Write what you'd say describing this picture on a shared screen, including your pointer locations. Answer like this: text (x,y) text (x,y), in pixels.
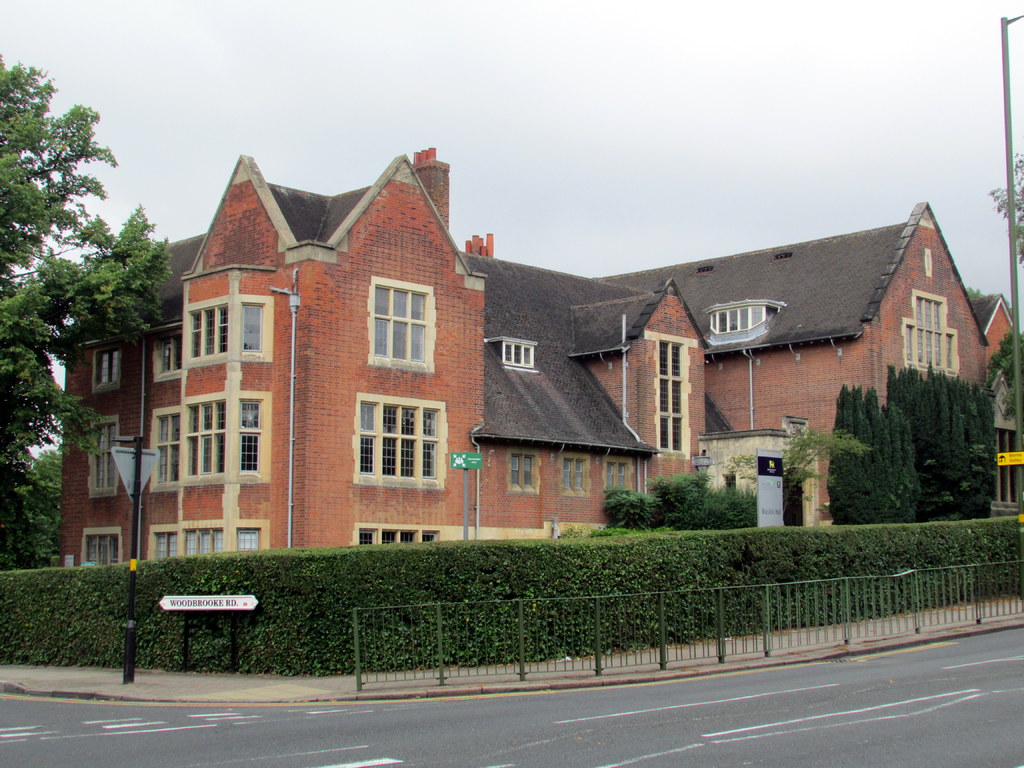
In this picture I can see the road (581,696) at the bottom (398,726), in the middle (616,490) there are bushes (560,638), in the background (163,501) there are buildings (515,393). There are trees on either side of this image, at the top (651,108) there is the sky (650,140).
